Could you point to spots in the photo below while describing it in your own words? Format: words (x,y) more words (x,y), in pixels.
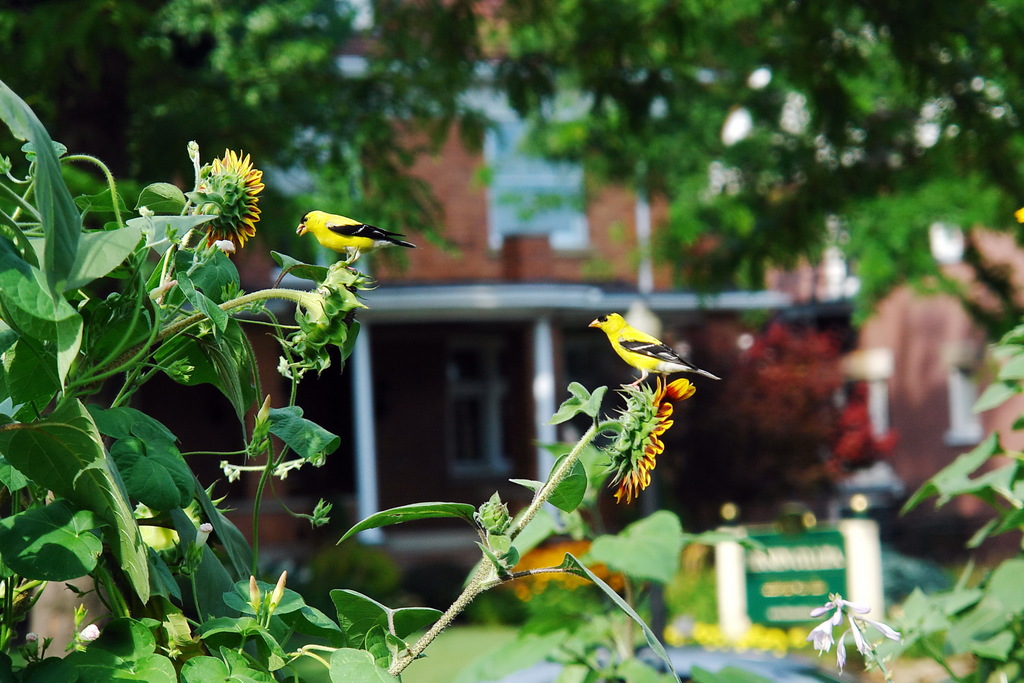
Bird (343,234) is on plant (206,596). Plant (202,578) with flowers (652,393). Background (496,267) it is blurry and we can see building (532,224) with windows (526,188) and tree (592,39).
